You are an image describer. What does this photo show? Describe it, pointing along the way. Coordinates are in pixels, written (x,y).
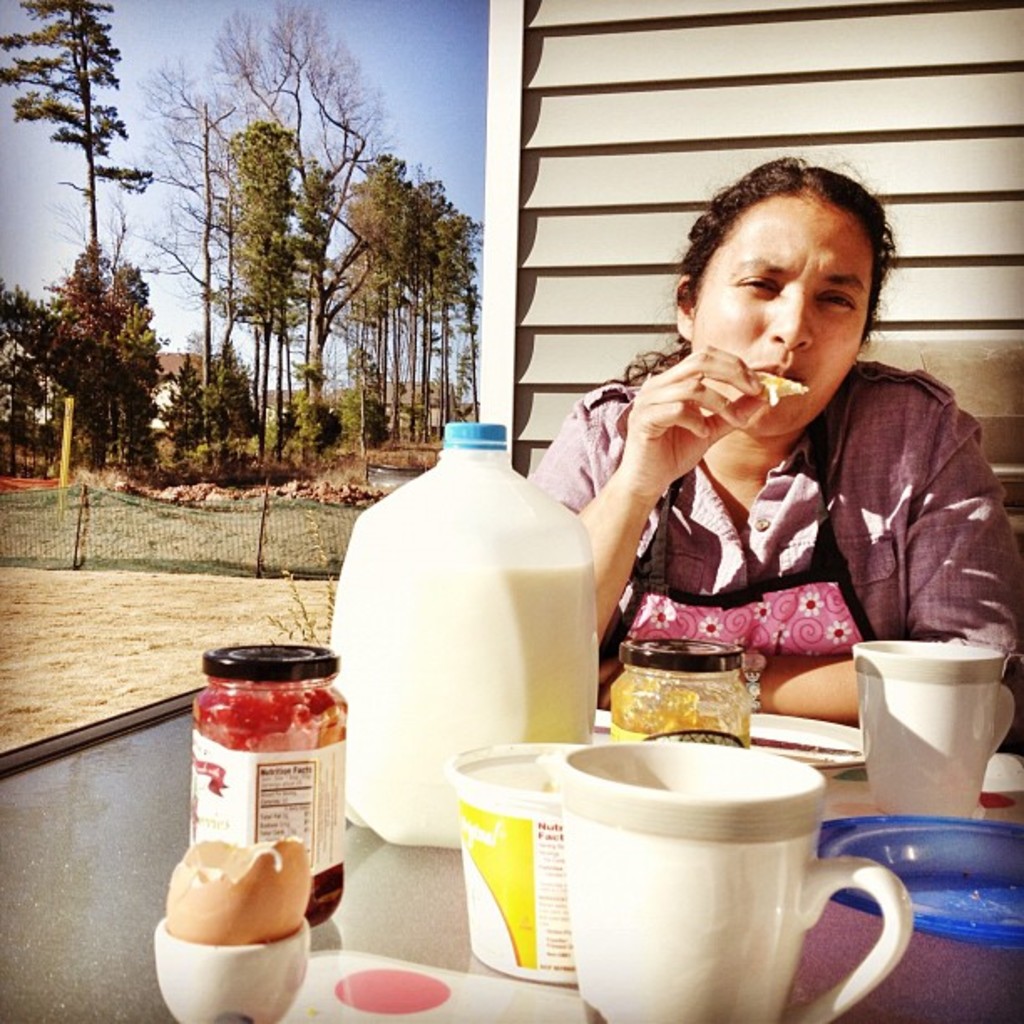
There is a woman (626,467) sitting and eating food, in front of her we can see bottle (563,645), cups (653,772), jar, plate (836,757) and objects (541,806) on the table (167,796). In the background (79,501) we can see net (23,530), trees (246,443), houses (164,370) and sky (368,65).
